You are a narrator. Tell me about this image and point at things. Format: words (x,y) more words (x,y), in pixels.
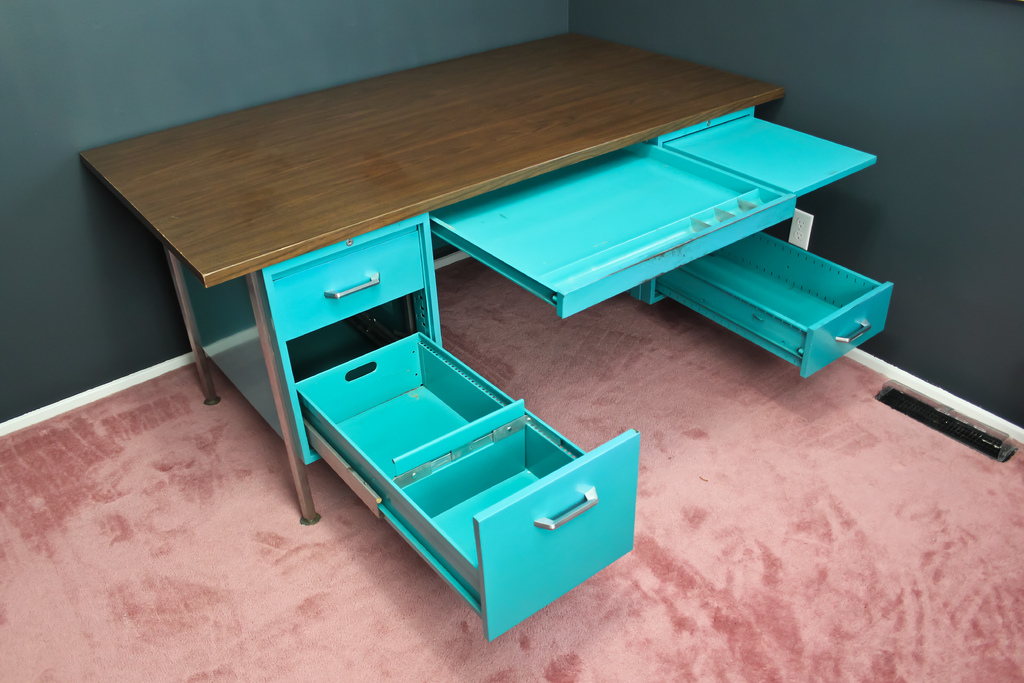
In this image we can see a brown color table (419,152) with blue color rack (383,295). The carpet (297,588) is in pink color. The walls (894,151) are in grey color.
